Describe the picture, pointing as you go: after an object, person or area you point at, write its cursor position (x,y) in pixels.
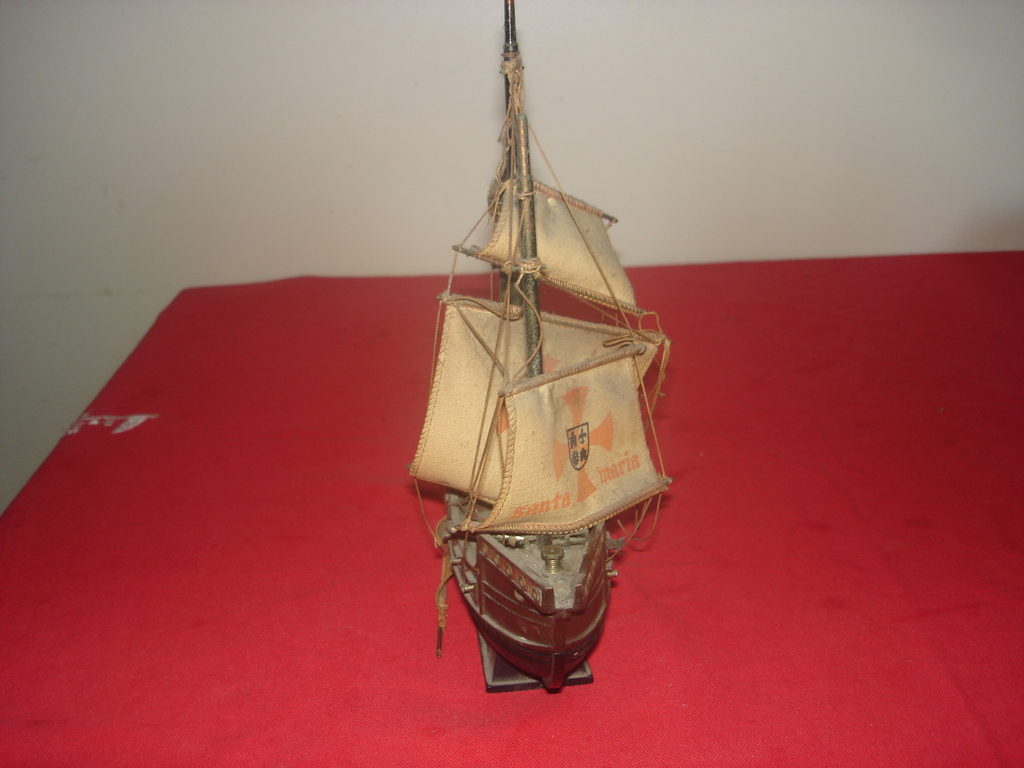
In the image we can see there is a ship toy (527,564) kept on the table (670,614) and behind there is a white colour wall (218,168).
